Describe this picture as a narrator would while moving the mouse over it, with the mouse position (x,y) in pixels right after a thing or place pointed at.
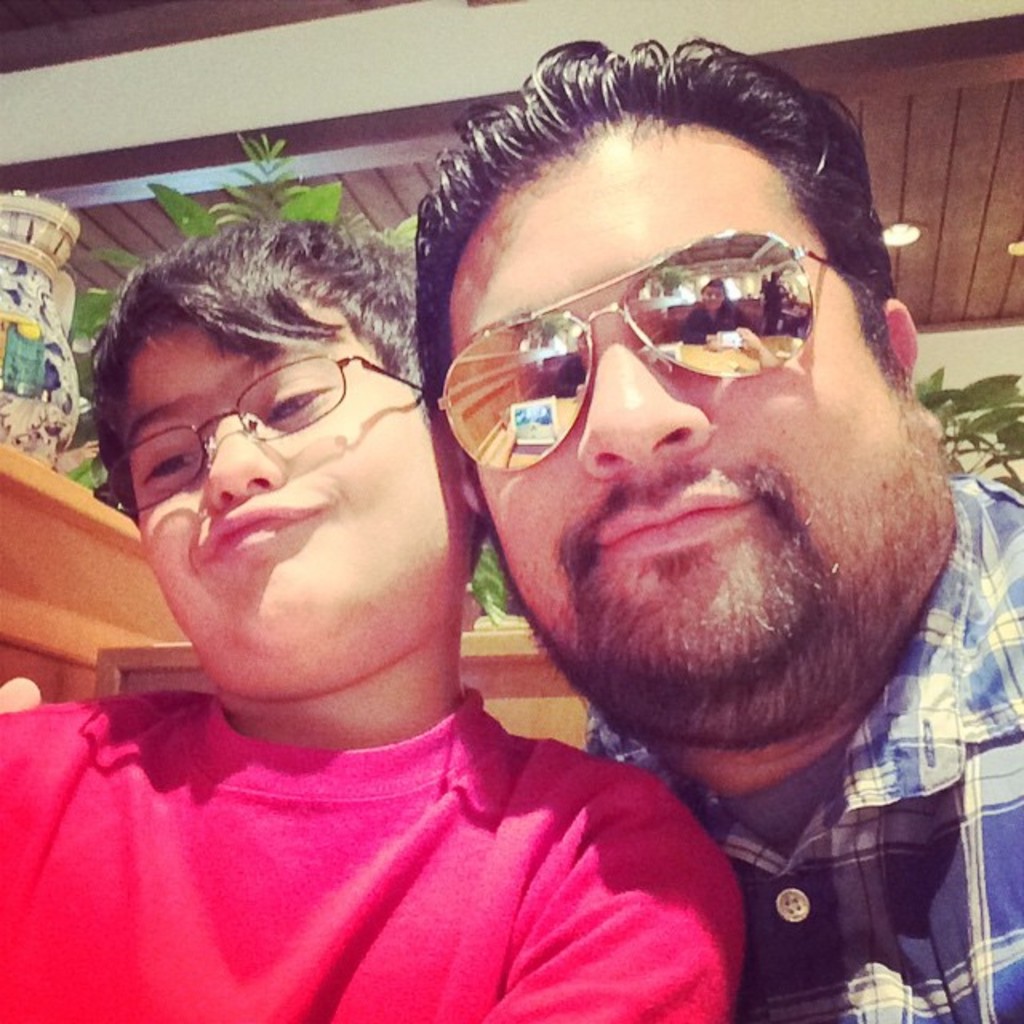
In front of the image there are two people (582,416). Behind them there are plants (1012,429) and a pot (26,203) on the platform (522,697). On top of the image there is a light (909,231).
